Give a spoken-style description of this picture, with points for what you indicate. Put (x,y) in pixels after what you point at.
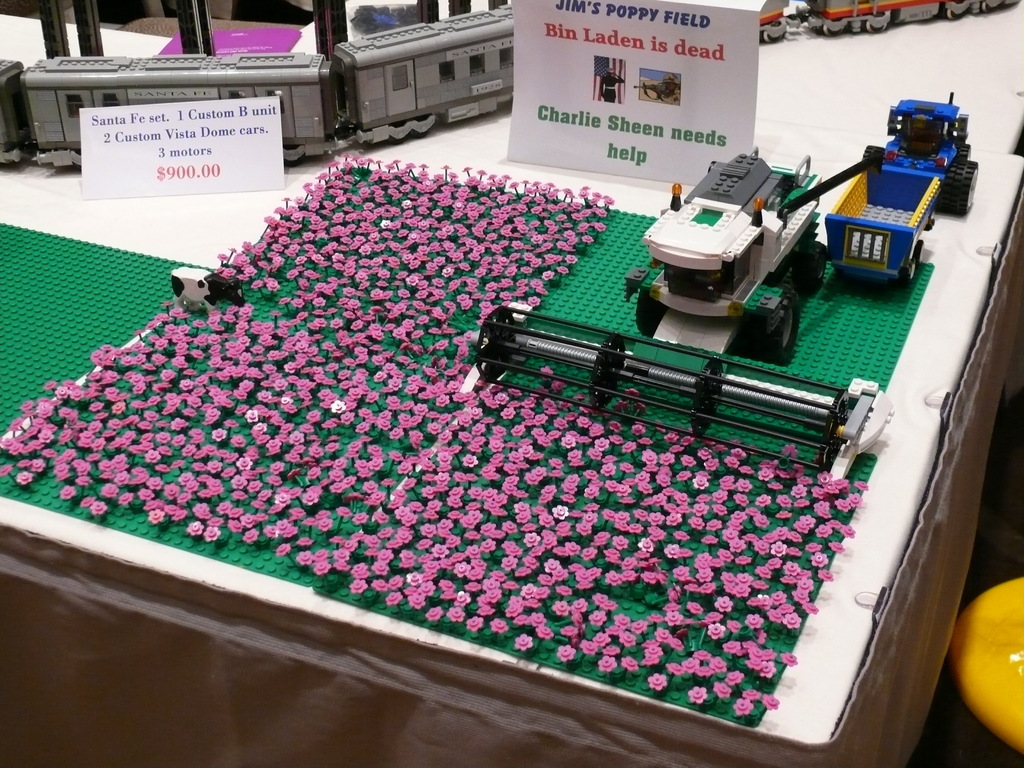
In this image I can see a Lego set (537,188). On the top side of this image (711,100) I can see two boards (684,113) and on it I can see something is written. I can also see a yellow colour thing (954,629) on the bottom right side of this image (963,623).
